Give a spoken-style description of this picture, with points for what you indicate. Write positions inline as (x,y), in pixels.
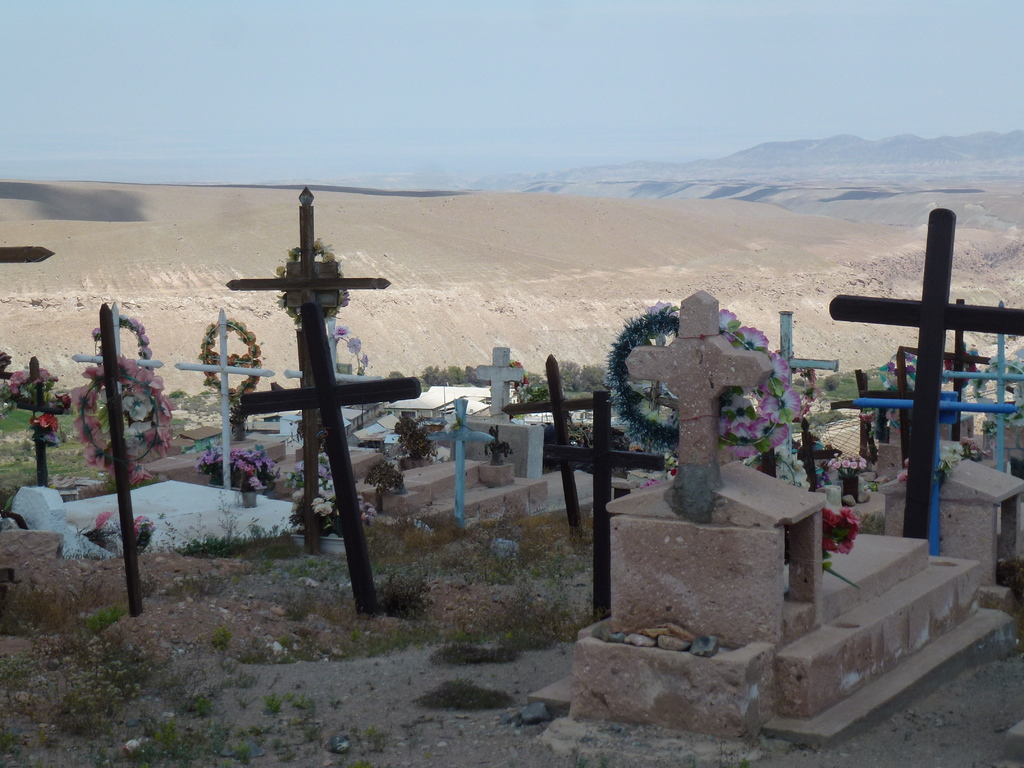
There is a graveyard (423,479) which has few cross symbols (335,411) on it.
